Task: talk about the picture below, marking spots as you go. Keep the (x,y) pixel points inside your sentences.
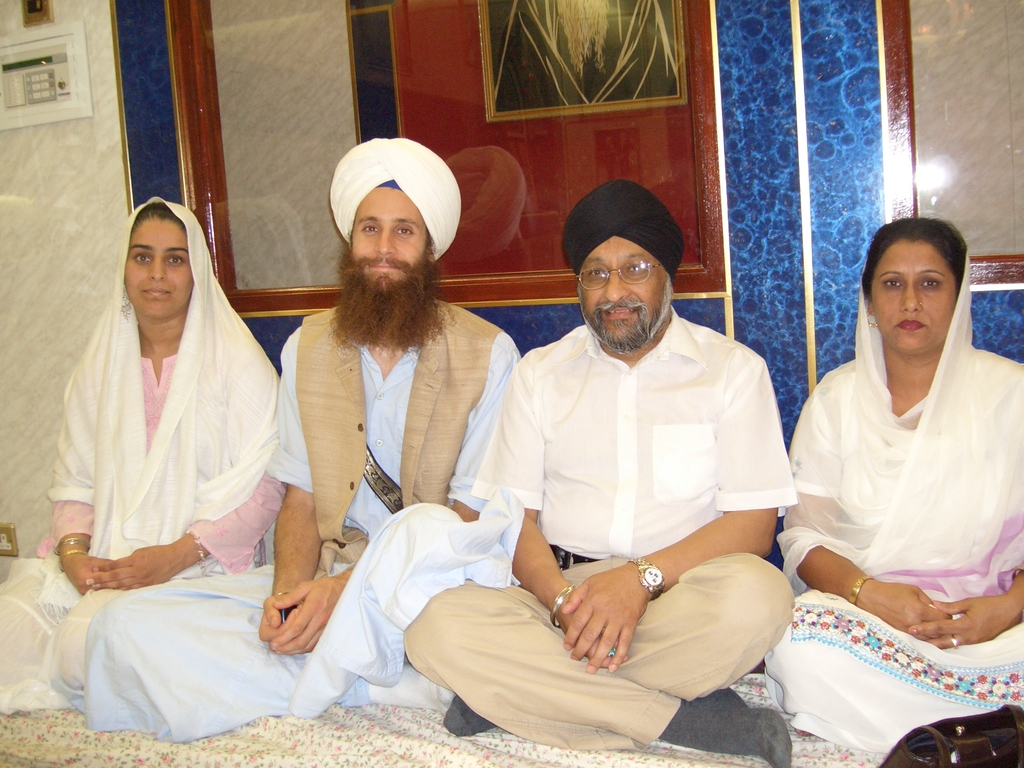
In this picture I can see four persons (360,260) who are sitting on the blanket (334,722). Behind them I can see the wall (863,53) and wooden frame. In the top left (27,81) I can see the buttons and socket (37,10) on the wall (2,193). In the bottom right corner (901,741) there is a purse (924,735).
